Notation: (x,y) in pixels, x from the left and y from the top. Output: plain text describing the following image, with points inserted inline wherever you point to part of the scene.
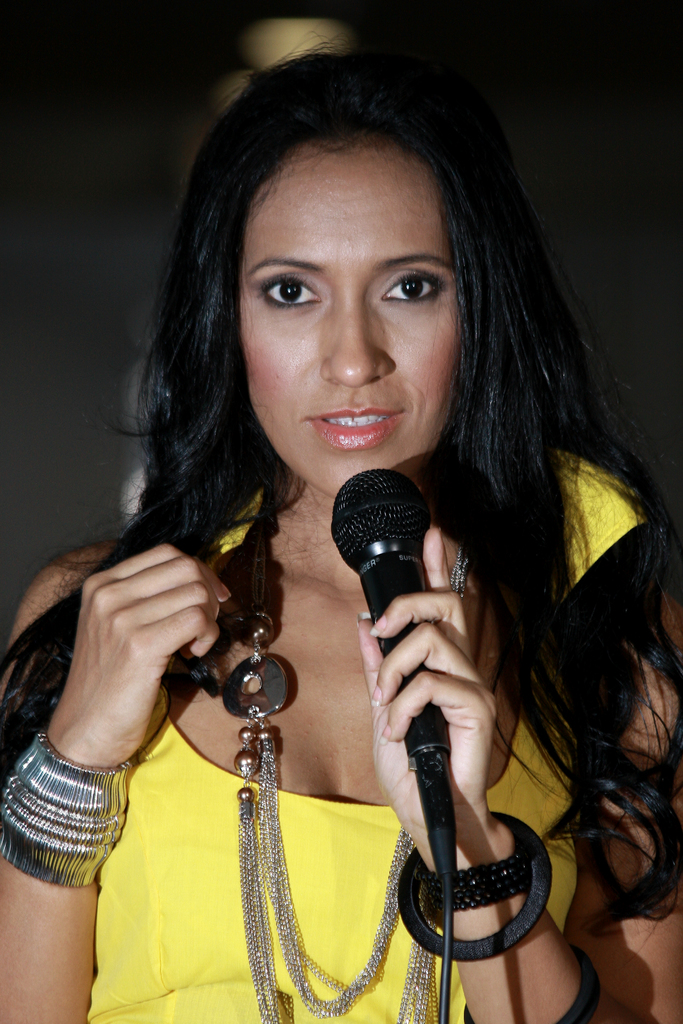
This is the picture of a lady (389,680) in yellow dress (290,827) who is holding the mic (452,832) and has some chains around the neck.
